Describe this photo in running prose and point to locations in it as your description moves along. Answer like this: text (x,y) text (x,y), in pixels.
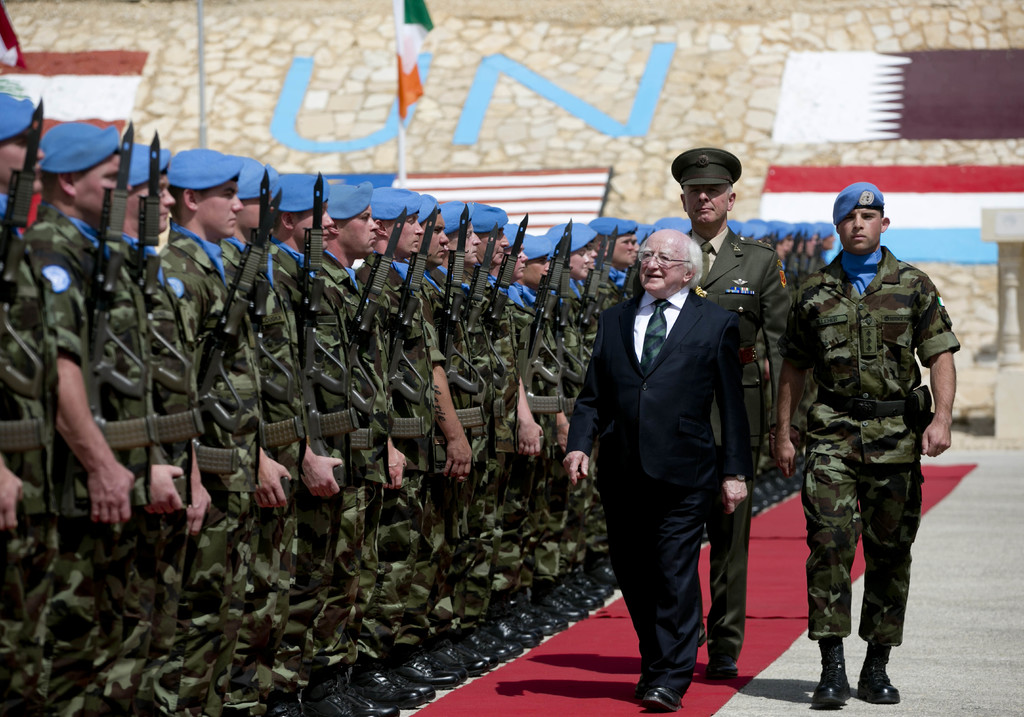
In the center of the image (653,394) we can see a man (645,627) walking. He is wearing a suit (661,475), behind him there are two soldiers (788,299) walking. On the left (315,511) we can see people (86,633) standing in the row. They are wearing uniforms (172,558) and we can see rifles (313,365). In the background (523,93) there is a flag (425,22) and a wall (738,86).
